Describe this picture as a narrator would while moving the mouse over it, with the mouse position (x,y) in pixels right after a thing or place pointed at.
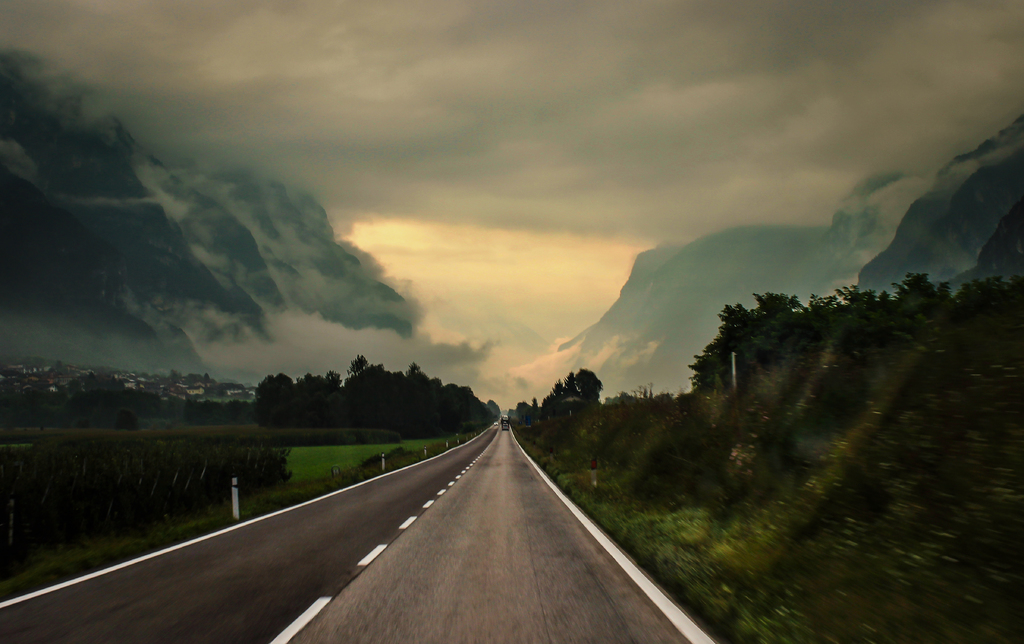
In this image there are trees (364,413), there is grass (353,468) on the ground (356,466) and the sky (471,177) is cloudy.
